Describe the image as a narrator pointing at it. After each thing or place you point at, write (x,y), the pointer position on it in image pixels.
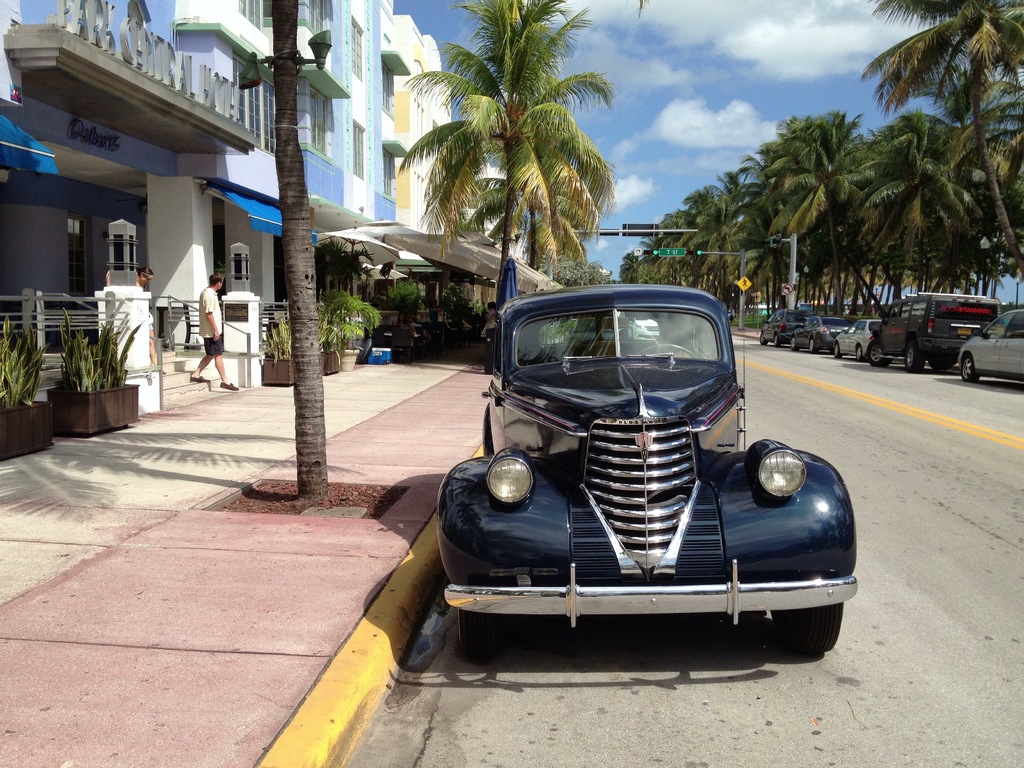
In this picture there are vehicles (519,429) on the road (1010,627) and there are buildings (230,334) and trees (567,281) and there are poles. On the left side of the image (151,284) there are two persons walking and there are plants (409,289) and there is a board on the wall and there is text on the building (121,123) and there are tents (479,245) on the footpath (350,375). At the top (734,115) there is sky (692,85) and there are clouds (734,45). At the bottom (917,596) there is a road (868,468).
